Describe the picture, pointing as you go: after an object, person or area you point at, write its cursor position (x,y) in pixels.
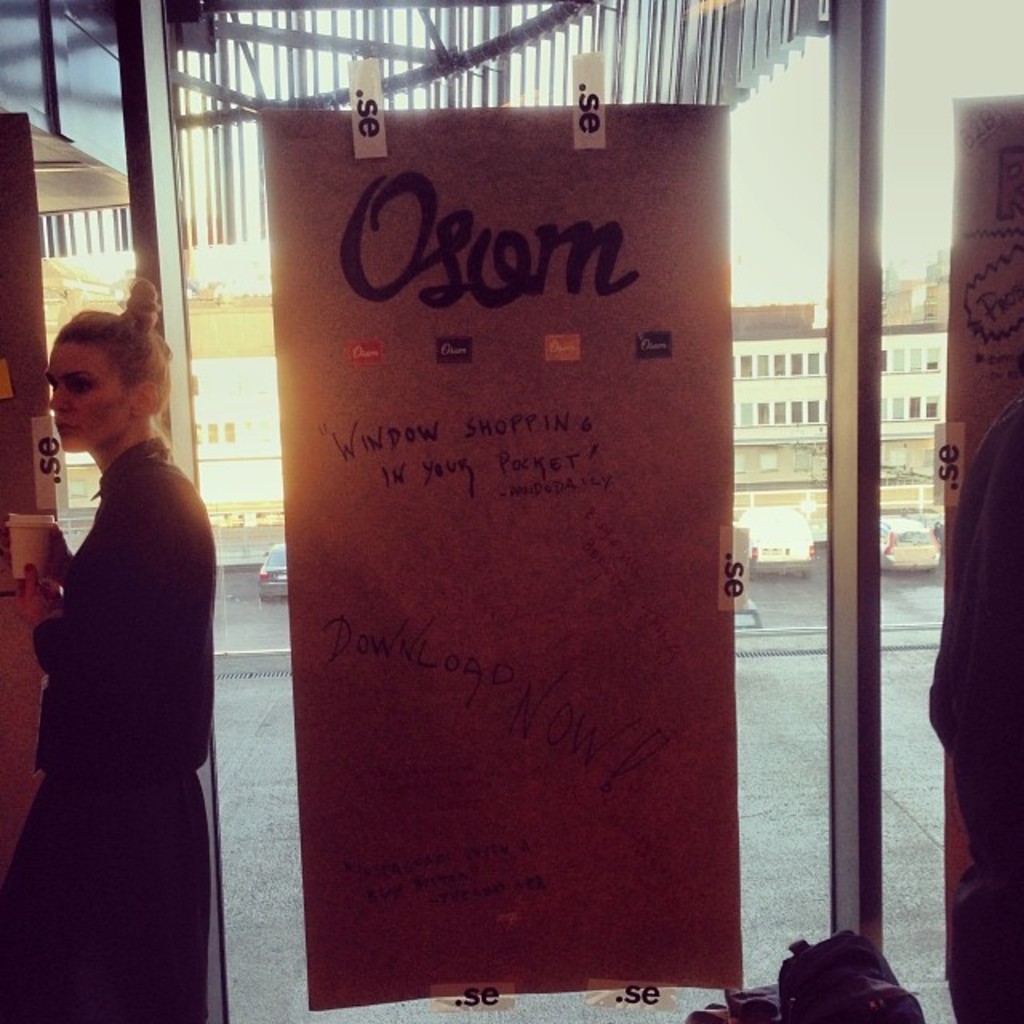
In this picture we can see buildings (929,449) and objects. We can see vehicles (801,568) on the road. On the left side of the picture (129,318) we can see a person (117,574) standing and holding a glass (34,524). We can see posters (638,641) are pasted on the glass walls (258,260) with the help of plaster tape (619,985).
